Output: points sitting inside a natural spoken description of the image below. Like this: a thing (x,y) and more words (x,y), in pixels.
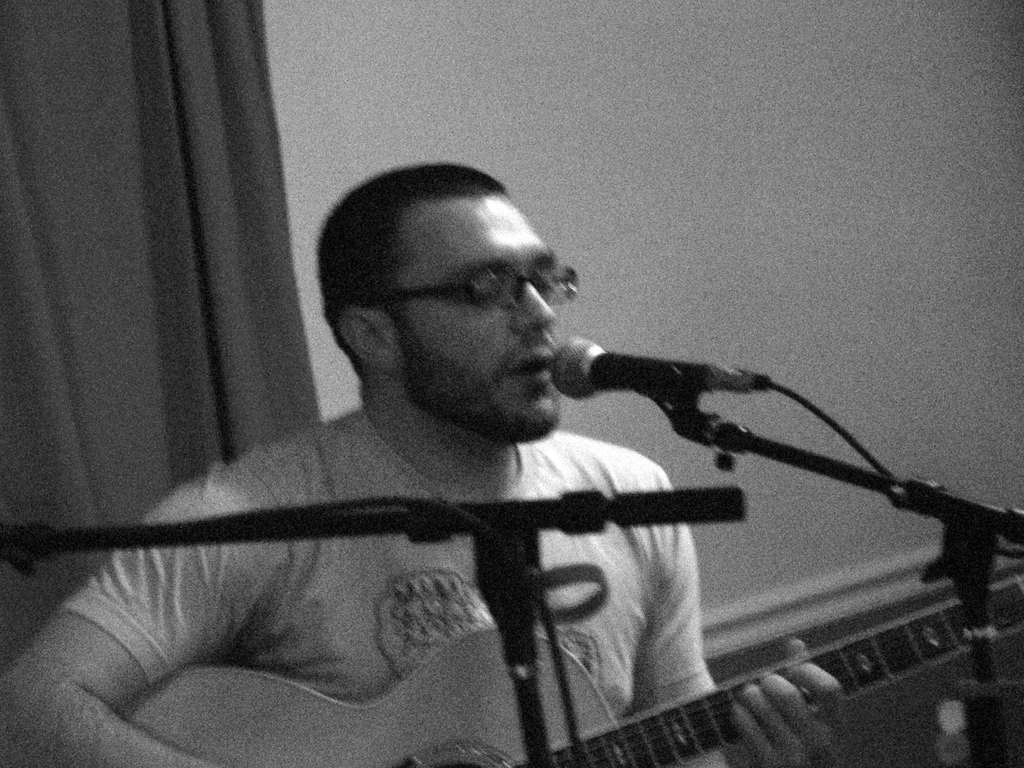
in this picture there was a person (501,377) singing song in the microphone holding a guitar (842,682).
